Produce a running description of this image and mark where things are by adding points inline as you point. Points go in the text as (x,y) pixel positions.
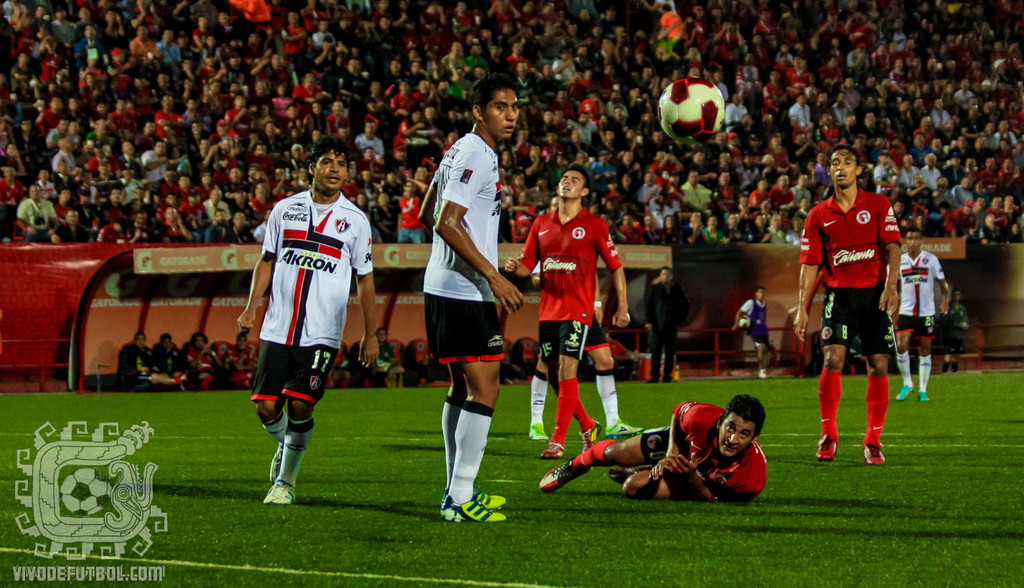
In the foreground of this image (868,311), there are people (312,363) standing and walking on a grass (586,499) and a man (764,472) laying on it. We can also see a ball (722,114) in the air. In the background (198,357), there are people (241,351) sitting and standing near railing (731,353). At the top (389,53), there are people (404,53).
